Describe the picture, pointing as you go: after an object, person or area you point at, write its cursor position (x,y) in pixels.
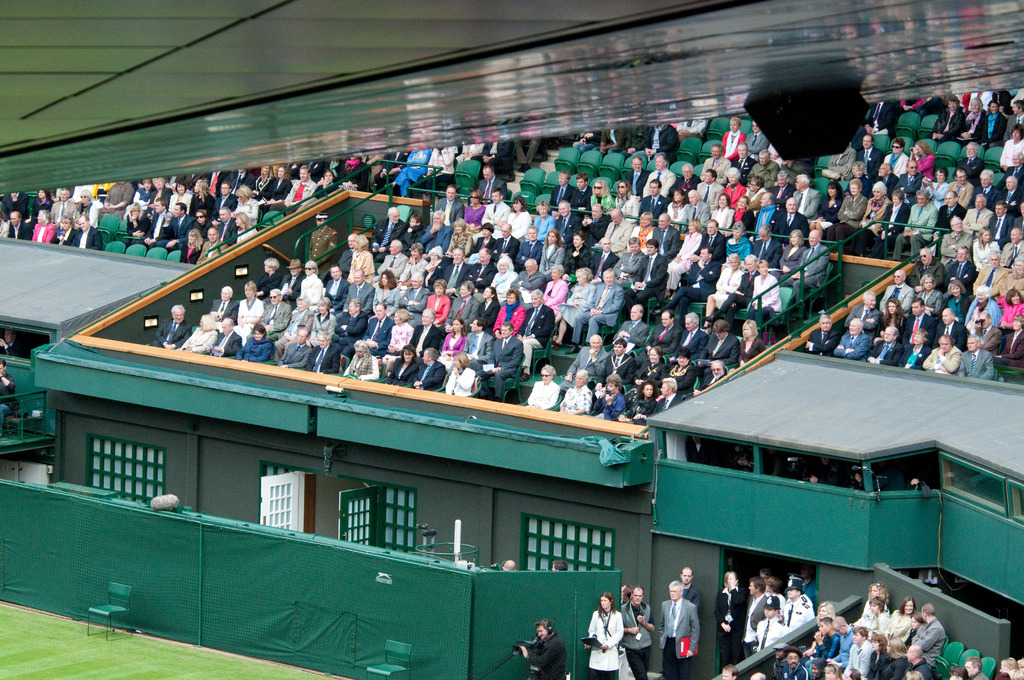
In this image we can see the spectators (960,125) sitting on the chairs (120,220). Here we can see a few persons (685,571) standing on the floor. Here we can see the fence (317,537) which is covered with a green color cloth (260,608). Here we can see the chairs (400,651) and grass (131,645) on the bottom left side (131,645).
